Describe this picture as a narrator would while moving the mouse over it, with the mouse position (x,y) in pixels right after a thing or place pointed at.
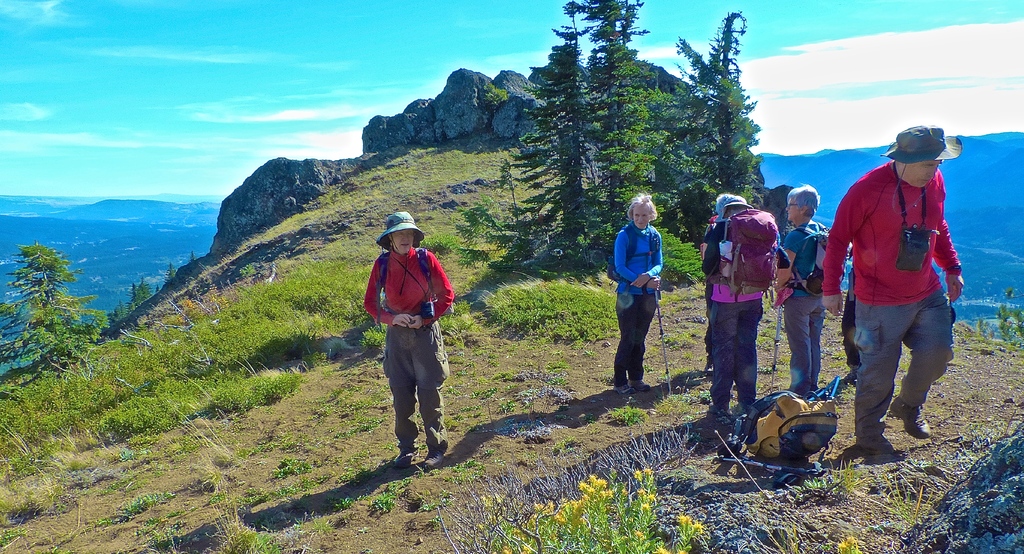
In the center of the image (659,260) we can see a few people (938,240) are standing and they are in different costumes (797,362). Among them, we can see a few people (894,345) are wearing hats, few people (742,391) are wearing backpacks (762,278) and a few people (867,357) are holding some objects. In the background (358,48), we can see the sky (283,61), clouds (868,57), hills (469,155), rocks (519,136), trees (606,247), plants (490,268), one bag (830,427) and a few other objects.
